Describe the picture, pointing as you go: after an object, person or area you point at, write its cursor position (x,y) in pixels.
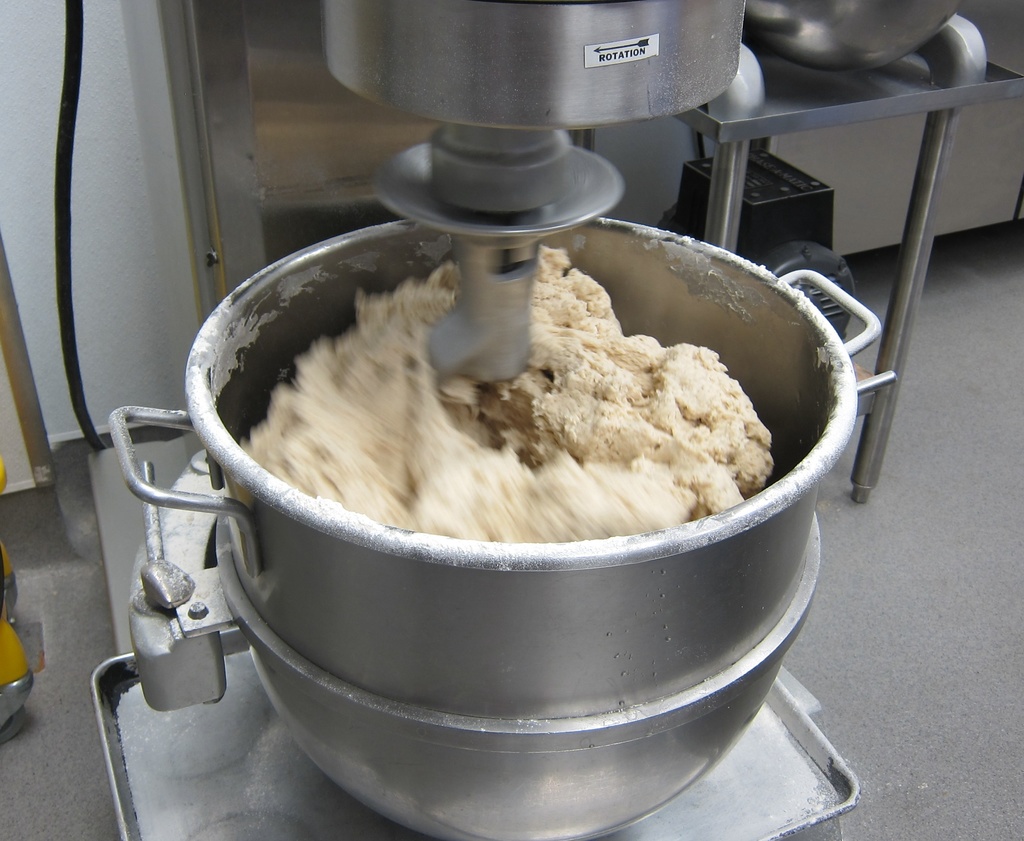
This image is taken indoors. At the bottom of the image (882,808) there is a flour (880,723). In the foreground (463,110) there is a machine (430,119) which is used to mix the dough (427,415). In the middle of the image (427,549) there is a vessel (221,352) on the machine (351,522) and there is a dough (582,339) in the vessel (394,248). On the left side of the image (11,679) there is an object (16,655) on the floor (38,524) and there is a wire (58,165).
